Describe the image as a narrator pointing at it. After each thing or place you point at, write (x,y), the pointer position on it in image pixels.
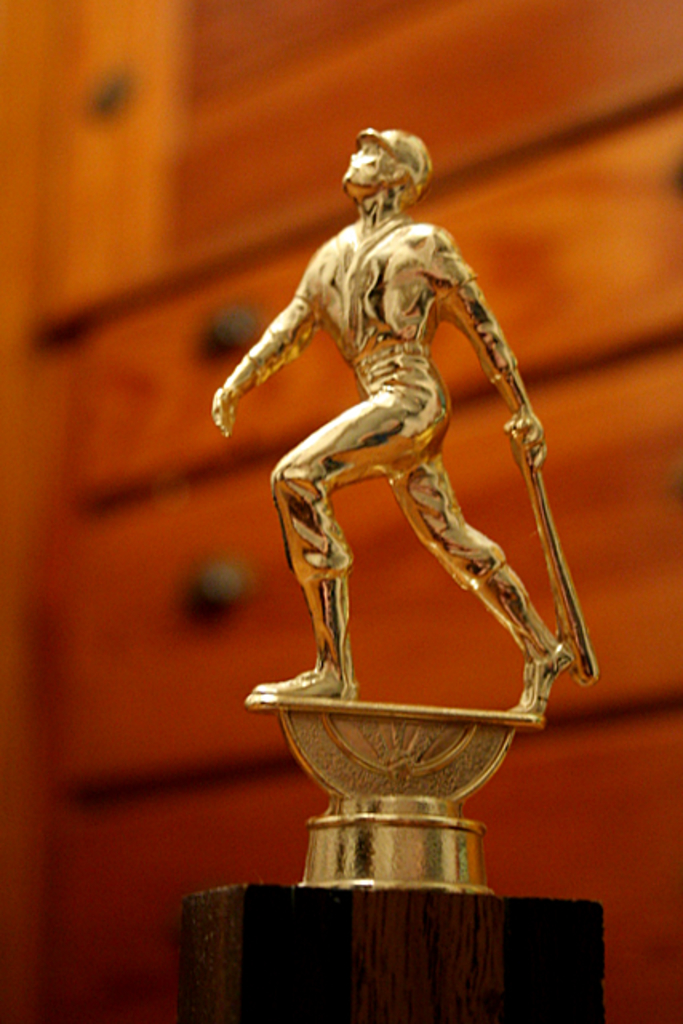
In this image we can see a statue (410,236) and in the background (391,612), we can see the wooden drawers (383,557).
